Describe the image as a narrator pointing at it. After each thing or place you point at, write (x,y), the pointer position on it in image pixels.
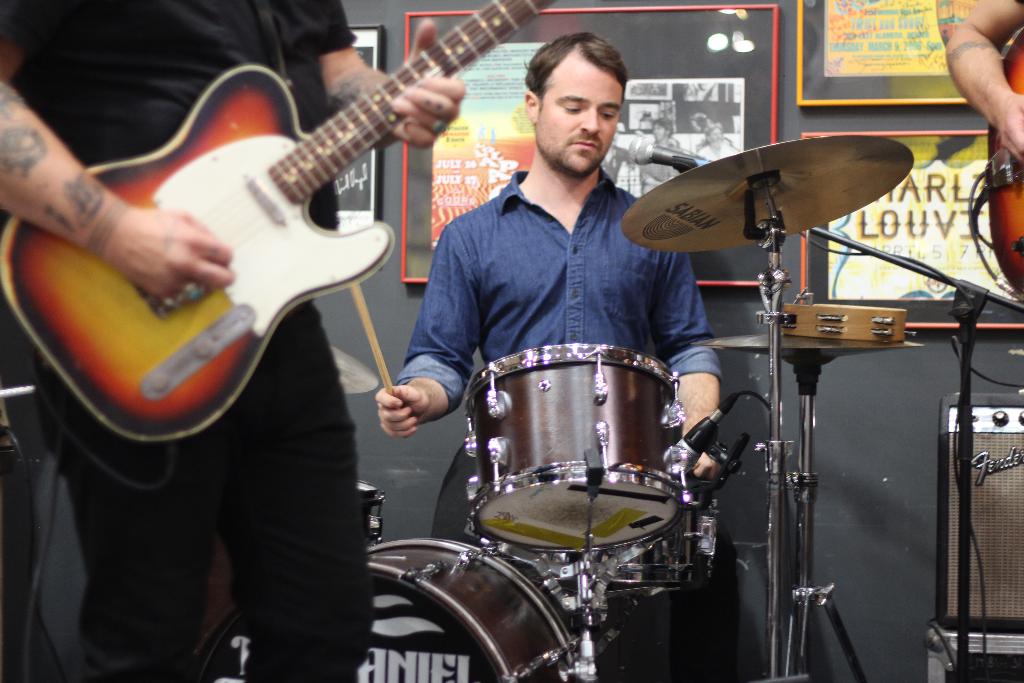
In this image we can see three persons (477,285) are playing musical instruments (794,353), one of them is playing drums (616,435), and other two are playing guitar (70,342), we can see some photo frames (957,142) on the wall (920,127) with persons images (666,144) and some texts (360,192) written on it, also we can see an electronic instrument (956,534).
